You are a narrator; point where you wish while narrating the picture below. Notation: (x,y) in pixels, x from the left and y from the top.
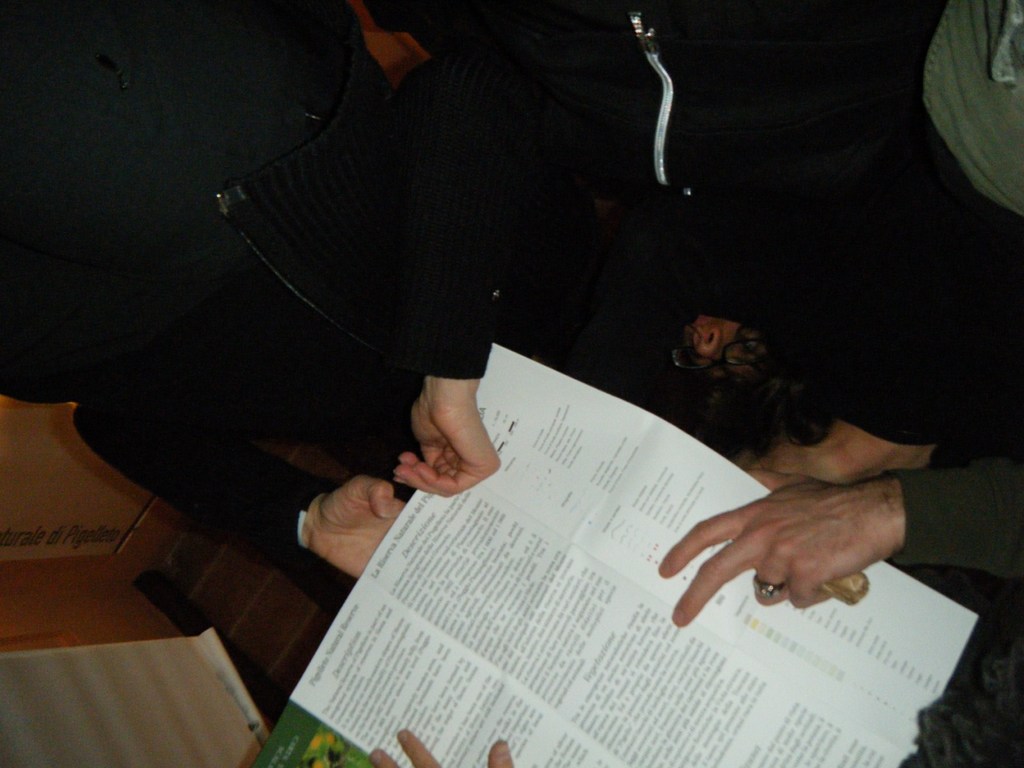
in this image there are few people (622,160). They are holding a paper (486,609). They are wearing winter clothes (486,273).
